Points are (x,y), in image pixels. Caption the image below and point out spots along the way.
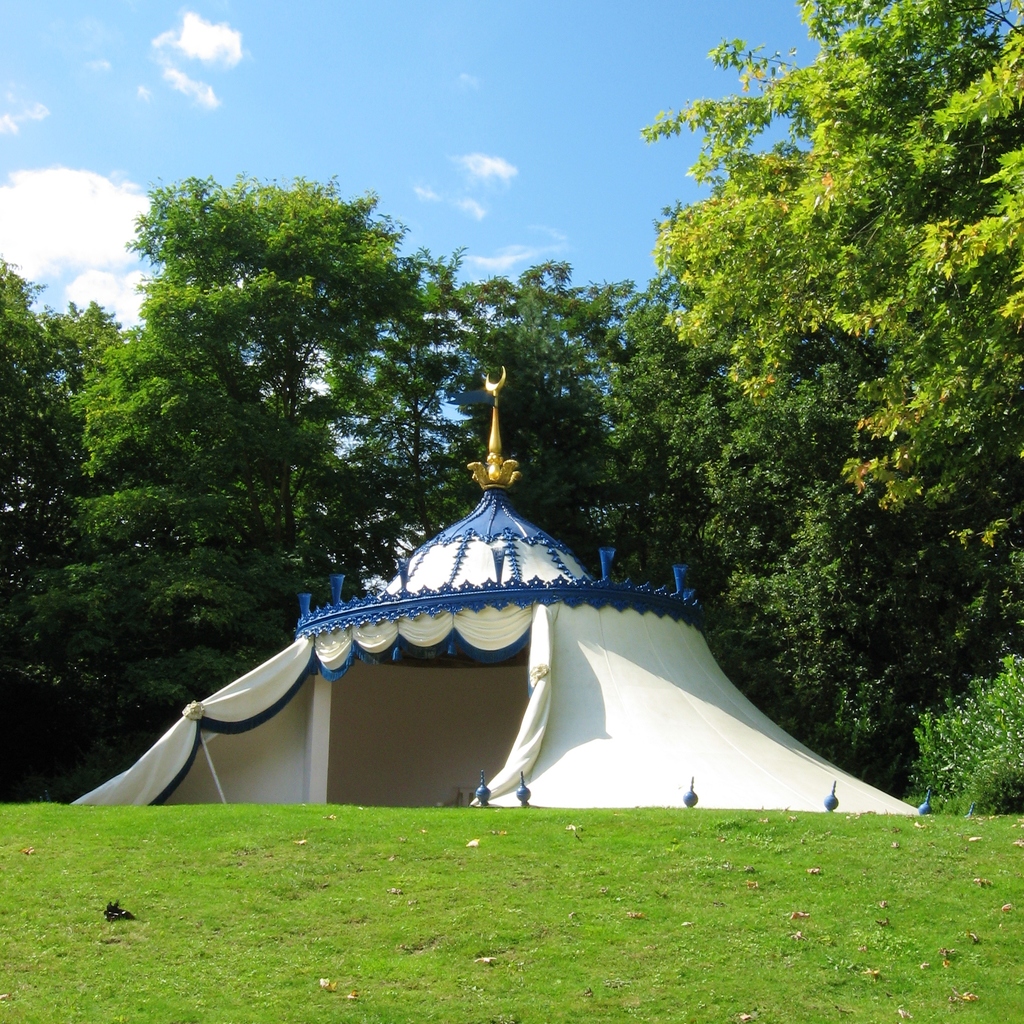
In this image there is a tent (399,699) on a hill (466,828). There is a sculpture (491,483) on the tent (494,512). There is grass (353,925) on the ground (396,866). In the background (341,470) there are trees (942,448) and plants (979,699). At the top (422,93) there is the sky (388,72).
